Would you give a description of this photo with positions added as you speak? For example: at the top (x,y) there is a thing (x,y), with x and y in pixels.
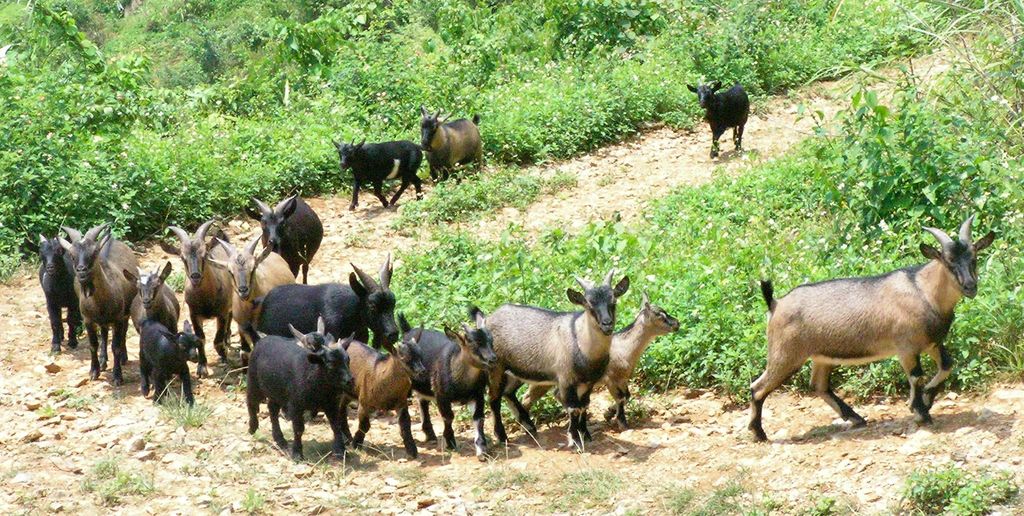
In this picture we can see there are animals (401,167), plants (497,129) and trees (475,15).
